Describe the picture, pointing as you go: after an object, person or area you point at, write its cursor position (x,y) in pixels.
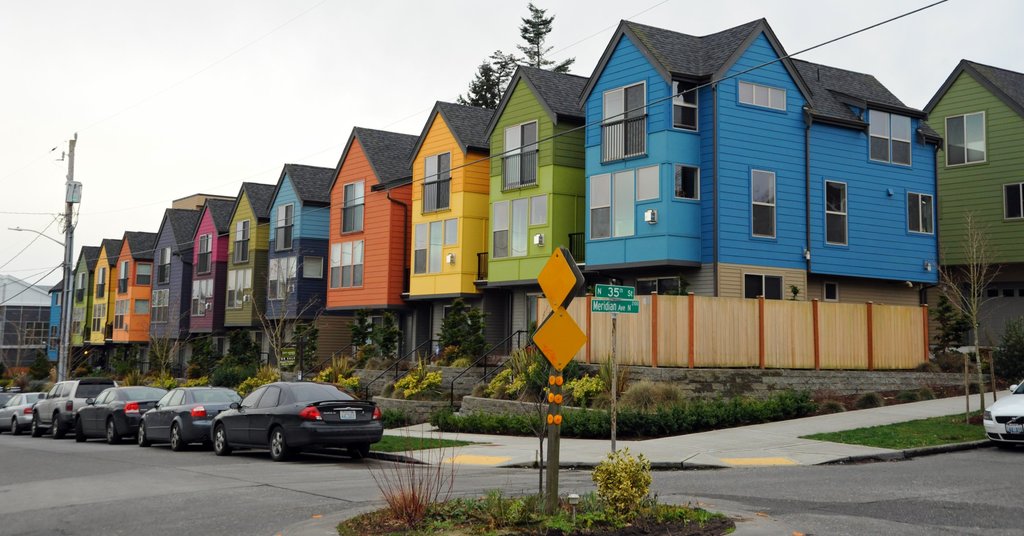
In this picture I can observe different colors of building (299,243) in the middle of the picture (505,240). In front of the buildings (257,312) there are plants (135,365) and some cars (121,415) parked on the side of the road (336,452). In the background (90,85) I can observe sky (271,40).
